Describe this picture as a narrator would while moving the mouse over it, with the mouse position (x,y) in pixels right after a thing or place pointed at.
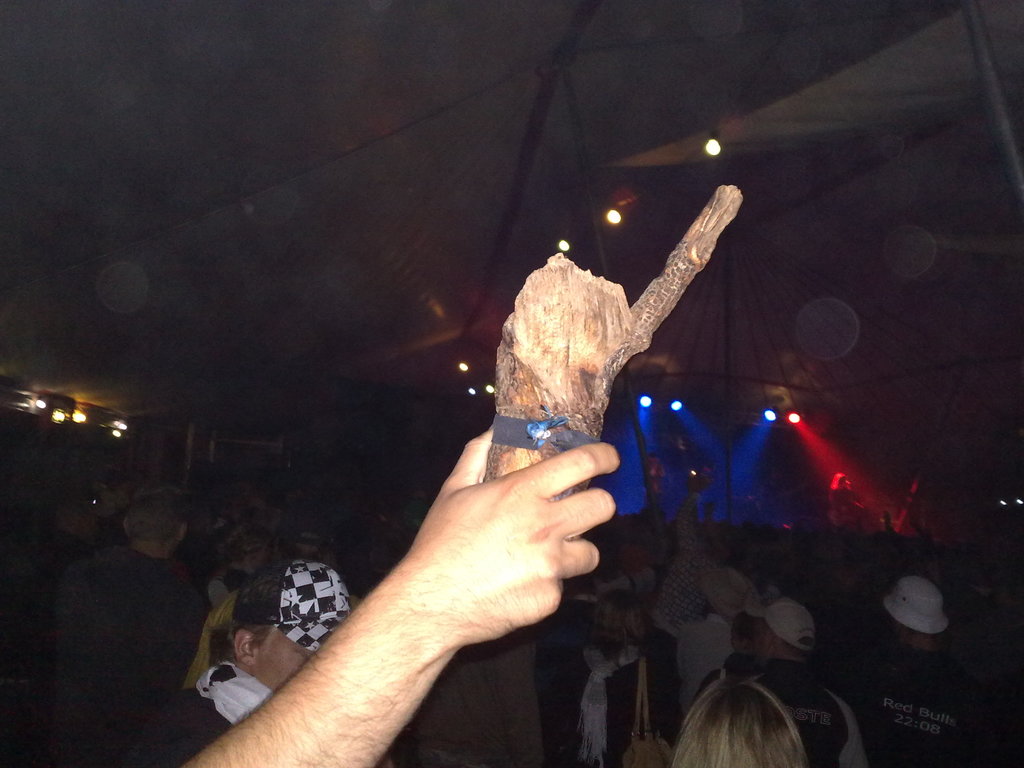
In this picture we can observe a human hand (466,553) holding a wooden piece (531,355). There are some people (300,633) in this picture. In the background (675,413) we can observe blue and red color lights (836,469). The background (737,435) is dark.
